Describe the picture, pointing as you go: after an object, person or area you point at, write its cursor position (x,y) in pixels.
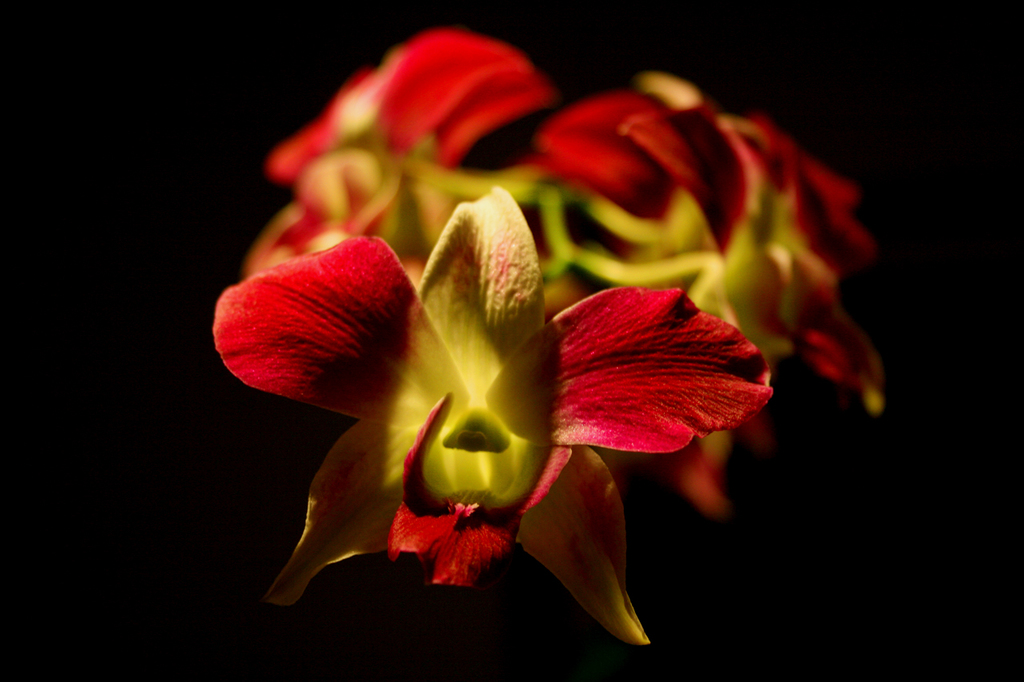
Here we can see a flower (510,358). In the background (651,161) the image is blurry and dark but we can see flowers (491,119).
